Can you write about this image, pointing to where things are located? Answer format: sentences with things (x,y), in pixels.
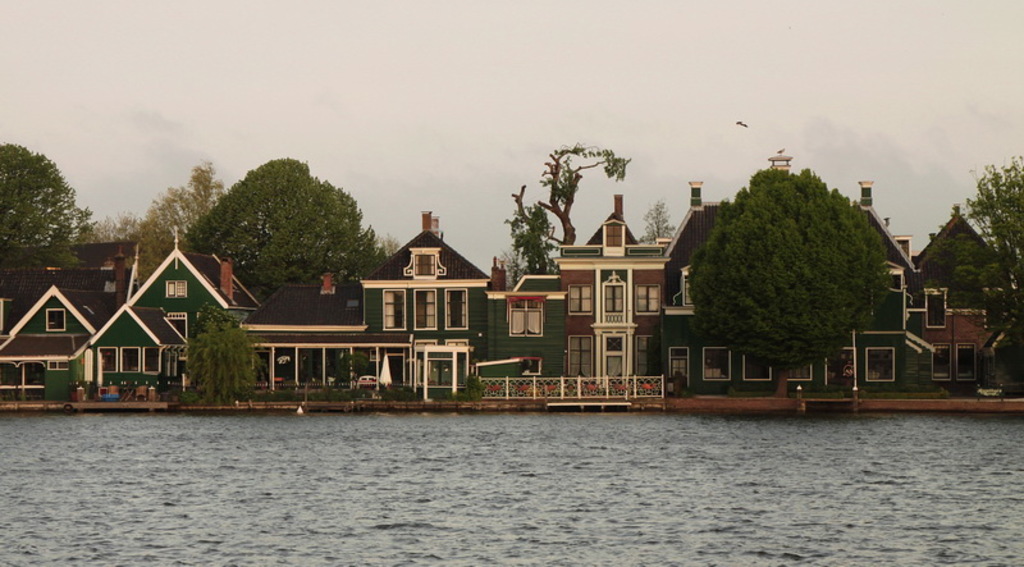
In this picture we can see many buildings (140,290). In front of the building (420,361) we can see the plants (398,390), grass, fencing gate (551,397), benches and other objects (367,377). At the bottom (388,466) we can see the water (724,524). In the background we can see many trees (959,259). At the top (537,78) we can see sky (423,32) and clouds (486,89). Above the building (707,226) there was a bird (745,125) which is flying.
